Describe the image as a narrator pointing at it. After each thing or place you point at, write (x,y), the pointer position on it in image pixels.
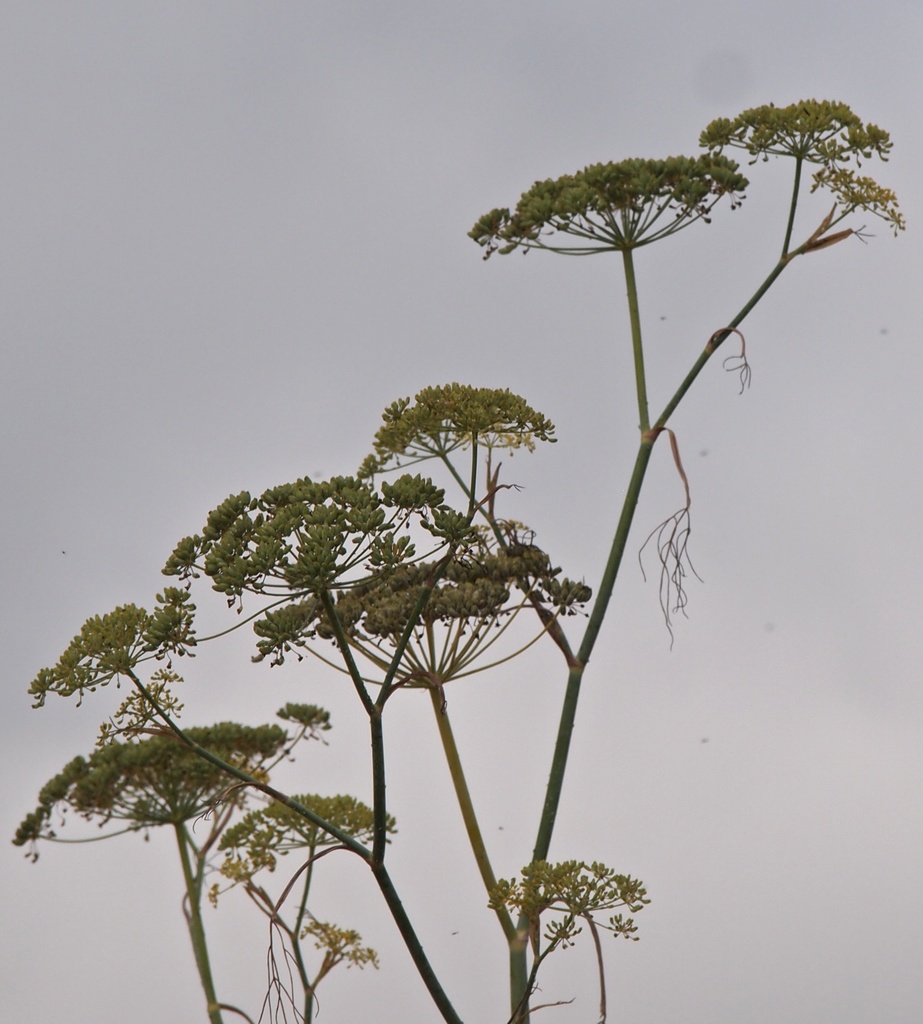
We can see green leaves (381,432) and stems (632,289). In the background (478,749) it is white.
